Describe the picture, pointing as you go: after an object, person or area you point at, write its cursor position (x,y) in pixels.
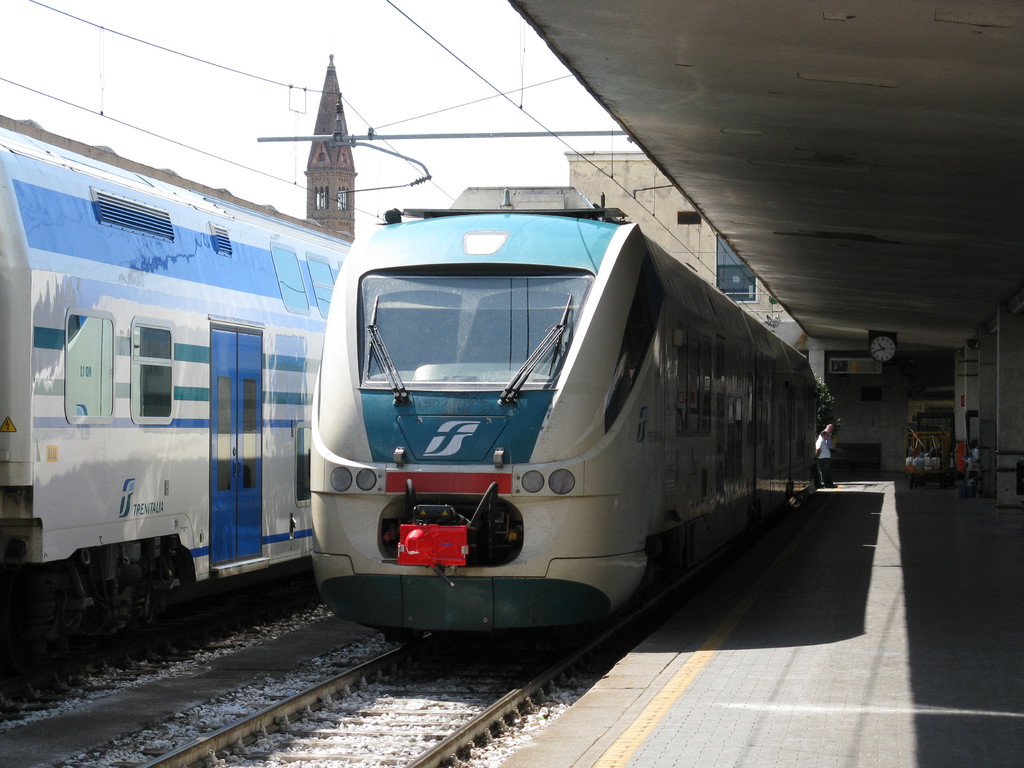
In this image there are two trains (241,515) on the railway track (189,640). On the right side (827,560) there is a platform (827,565). In the background (630,191) there are buildings (589,183). At the top (636,202) there are wires (591,160). There is a clock (883,357) attached to the roof (853,232) of the platform (866,486). On the left side (319,722) bottom there are stones (195,724). In the background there is a person (827,449) standing beside the pillar (984,414).
